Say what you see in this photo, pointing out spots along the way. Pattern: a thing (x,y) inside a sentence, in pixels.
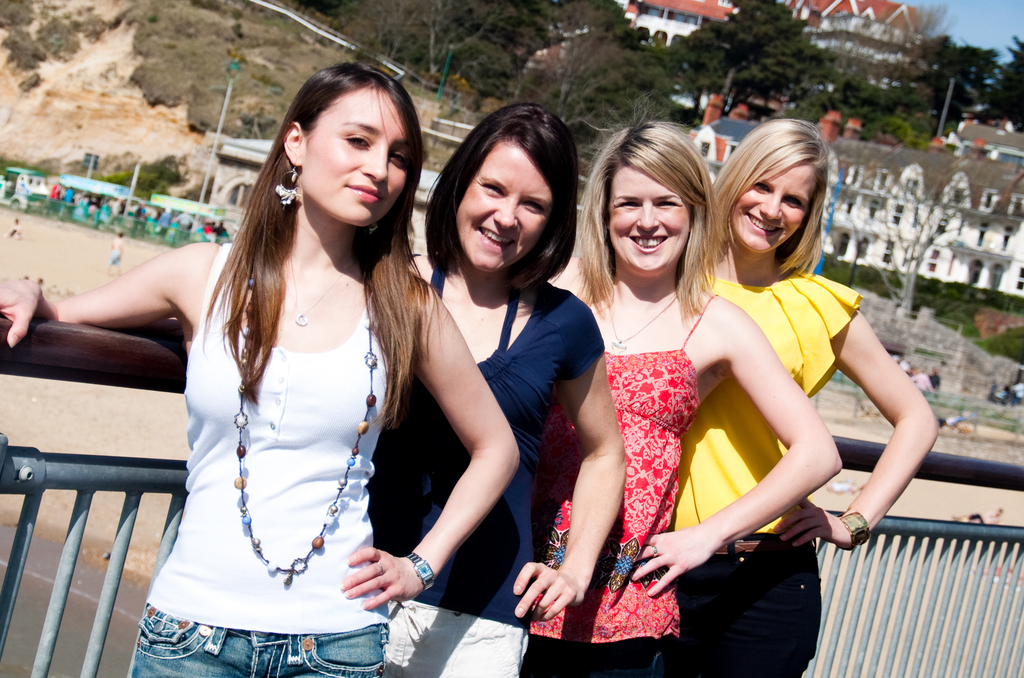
In this image there few women (437,234) standing in front of fence (65,544), back side of fence (65,544) there are buildings (949,194), trees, poles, hill (221,99), in the top right corner (951,35) there is the sky (999,6), on the left side (114,267) there are few people (119,234).
